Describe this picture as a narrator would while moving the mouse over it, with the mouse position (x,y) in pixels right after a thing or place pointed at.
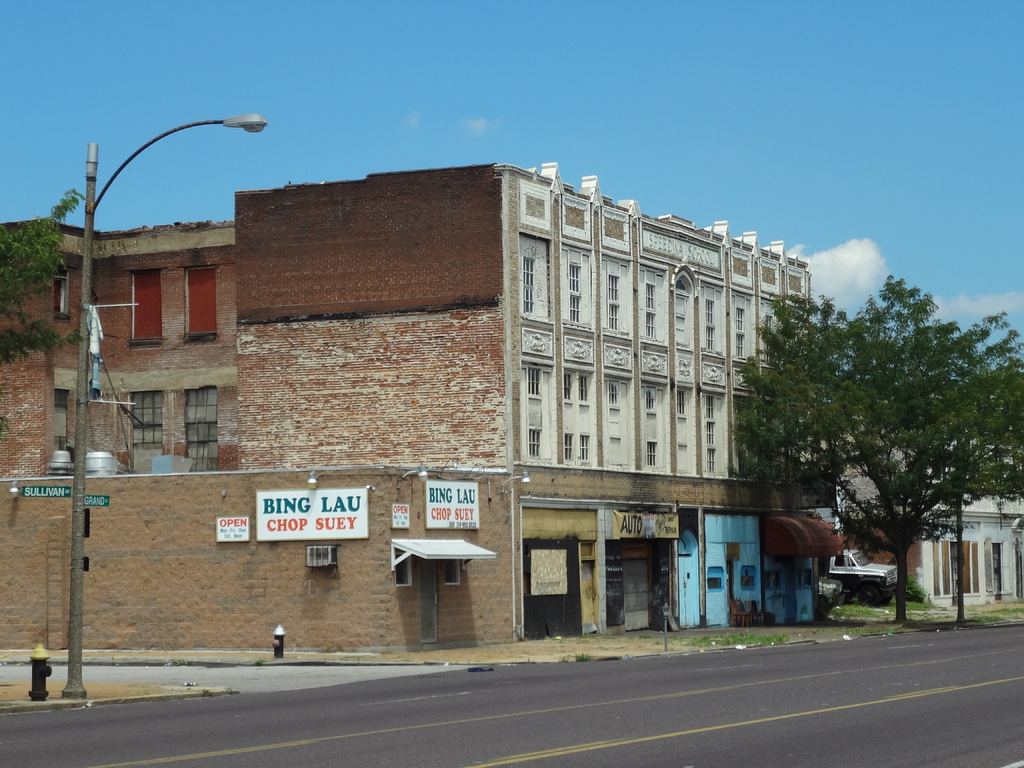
In this picture we can see a road (645,705), beside this road (661,669) we can see buildings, trees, vehicles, here we can see name boards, electric pole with a light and some objects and in the background (515,137) we can see sky (515,137) with clouds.
